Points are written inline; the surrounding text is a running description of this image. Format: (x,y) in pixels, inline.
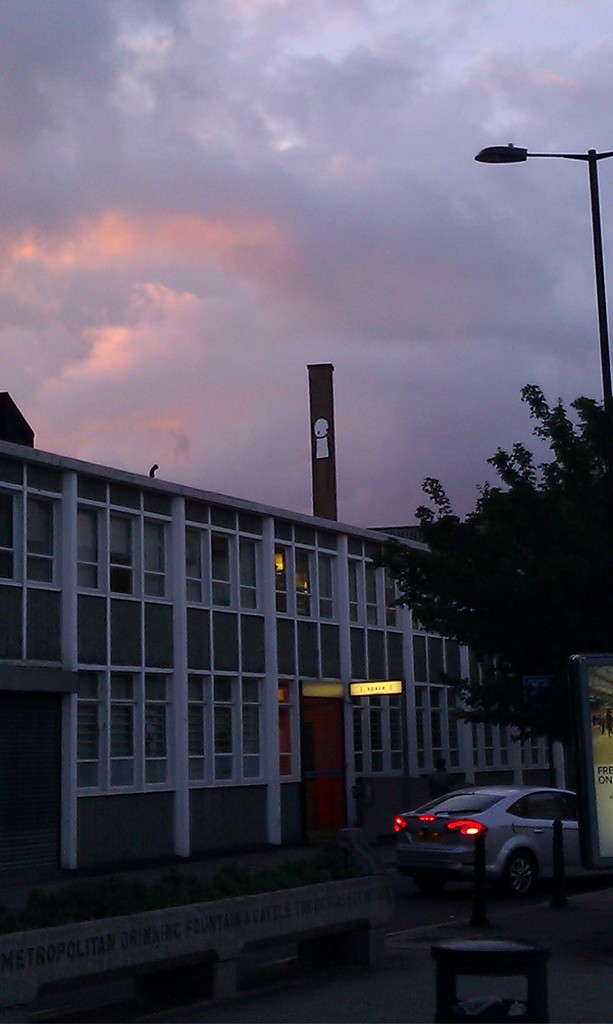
In this image we can see a building (175,619). On the building (336,748) we can see a board (374,690) with text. In front of the building (380,765) we can see a person (442,796), car (433,849), plants (322,875) and a wall (205,916). On the wall (296,928) we can see the text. On the right side (538,504), we can see a tree (585,492), a pole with a light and a board (597,765) with text (606,781). At the top (78,228) we can see the sky (315,361).
